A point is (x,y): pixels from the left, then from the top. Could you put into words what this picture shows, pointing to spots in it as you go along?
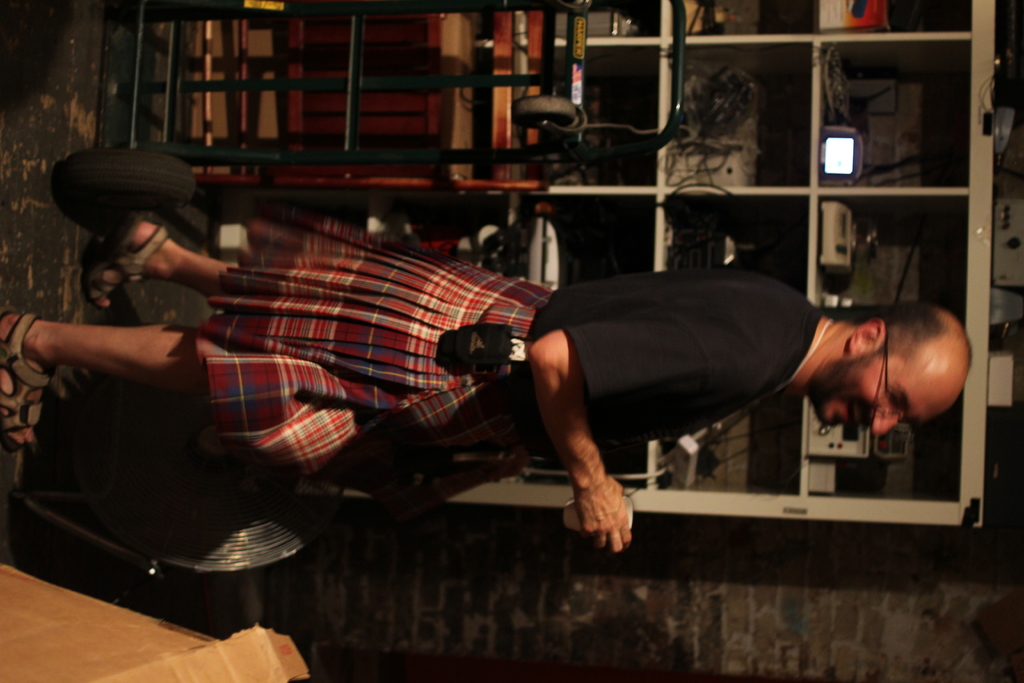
We can see a person (450,393) is standing on the floor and there is a cart wheel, metal object (102,401) and a carton box (171,669) on the left side (131,204). There are electronic devices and cables (845,79) on the racks (982,384) and there are objects (825,100) on the rack stand (861,59) and we can see the brick wall (923,596).
